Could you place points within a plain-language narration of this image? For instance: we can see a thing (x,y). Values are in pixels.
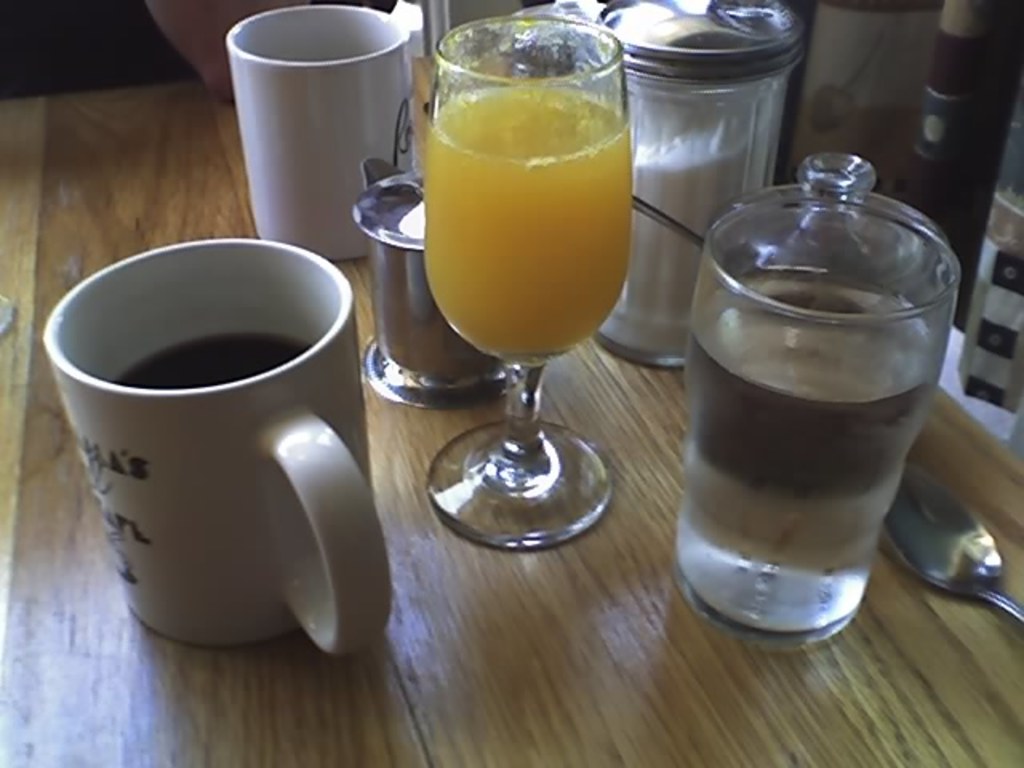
In this picture there are glasses (900,436) and cups (292,383) and there is a spoon (939,530) on the table (979,619) and there is drink (536,126) in the glasses (534,249) and in the cups (148,435). At the back (132,53) there is a person (126,40) behind the table (132,114). On the right side of the image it looks like a curtain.
